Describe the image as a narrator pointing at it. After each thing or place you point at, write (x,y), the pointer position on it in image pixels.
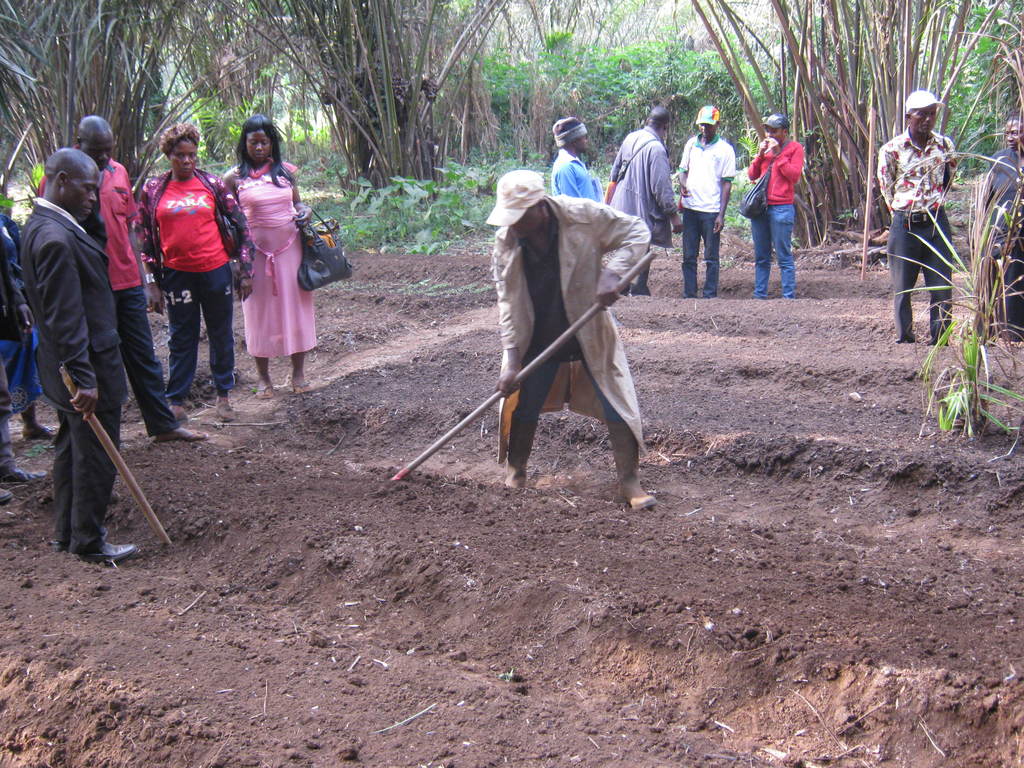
There are groups of people (661,163) standing. This man (552,283) is holding a stick (398,480) and digging. These are the trees (417,85) and plants (469,175).
